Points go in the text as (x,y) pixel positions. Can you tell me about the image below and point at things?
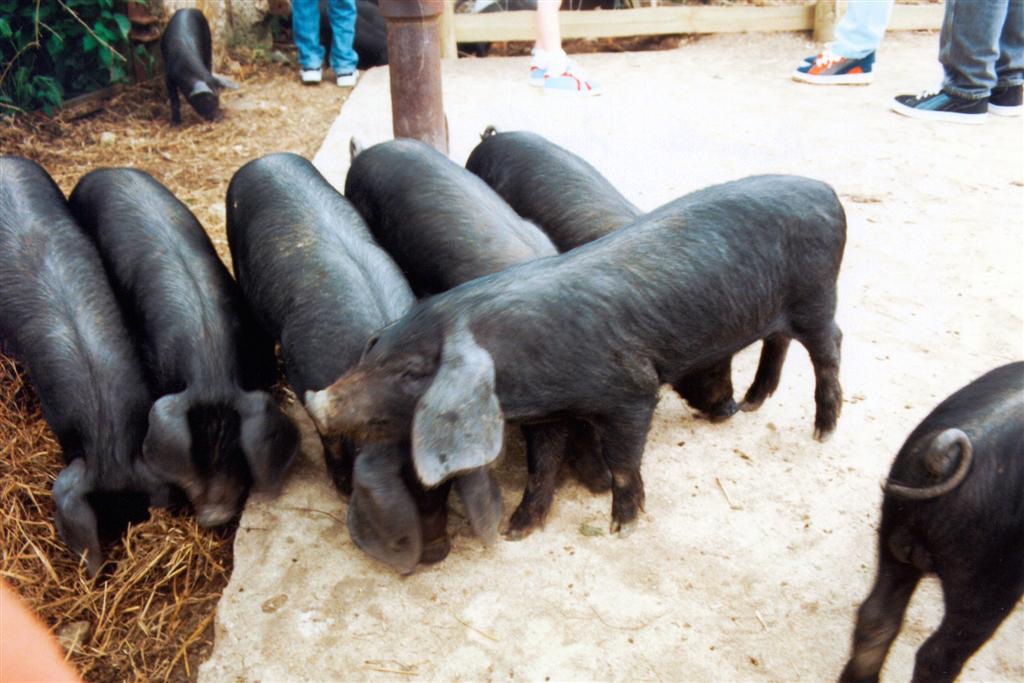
This is the picture of a place where we have some pigs (455,198) on the floor (921,155) and to the side there is some grass (215,535), plant (82,74) and some other people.
